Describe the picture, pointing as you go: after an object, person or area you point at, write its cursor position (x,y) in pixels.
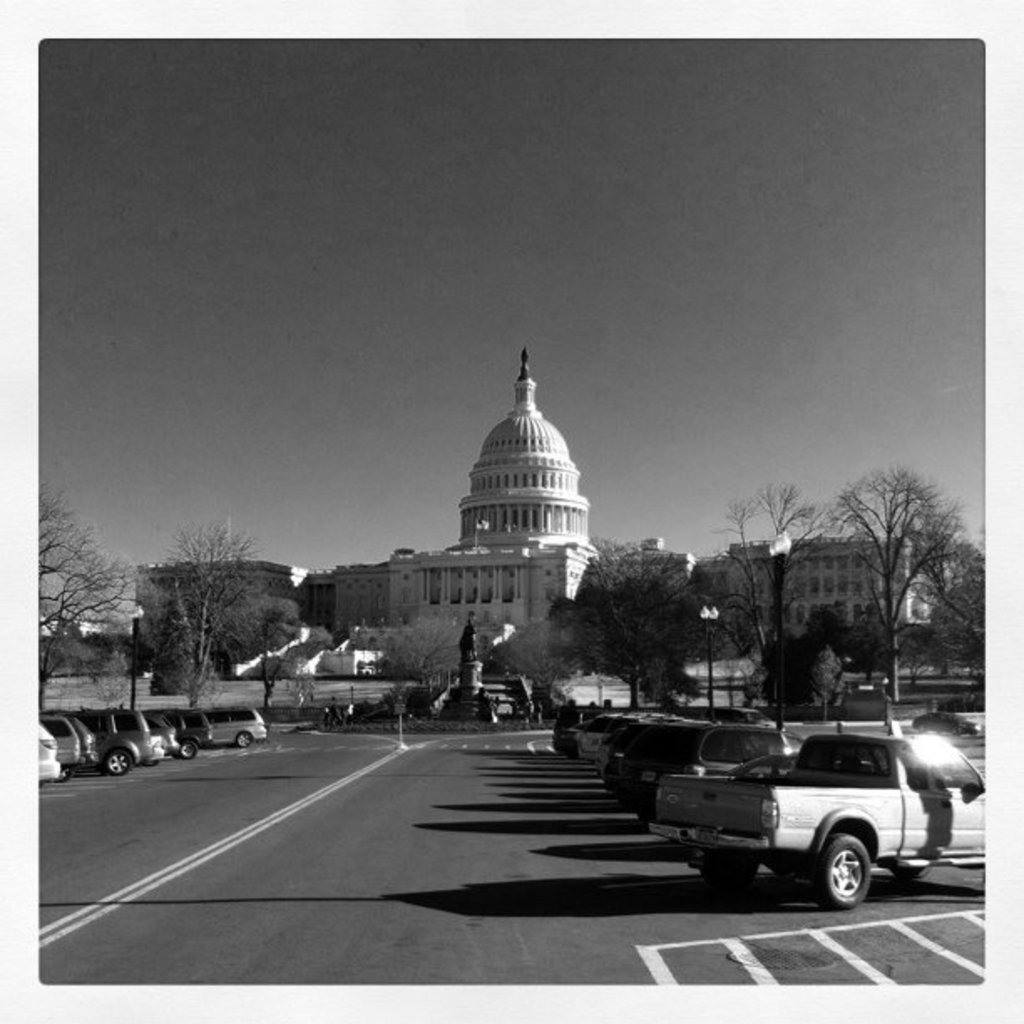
In the foreground of this black and white image, there is a road (418,866), few vehicles (776,831) and trees (787,691). In the background (506,582), there is a building (449,584) and a sculpture like structure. At the top (456,128), there is the sky (405,141).
